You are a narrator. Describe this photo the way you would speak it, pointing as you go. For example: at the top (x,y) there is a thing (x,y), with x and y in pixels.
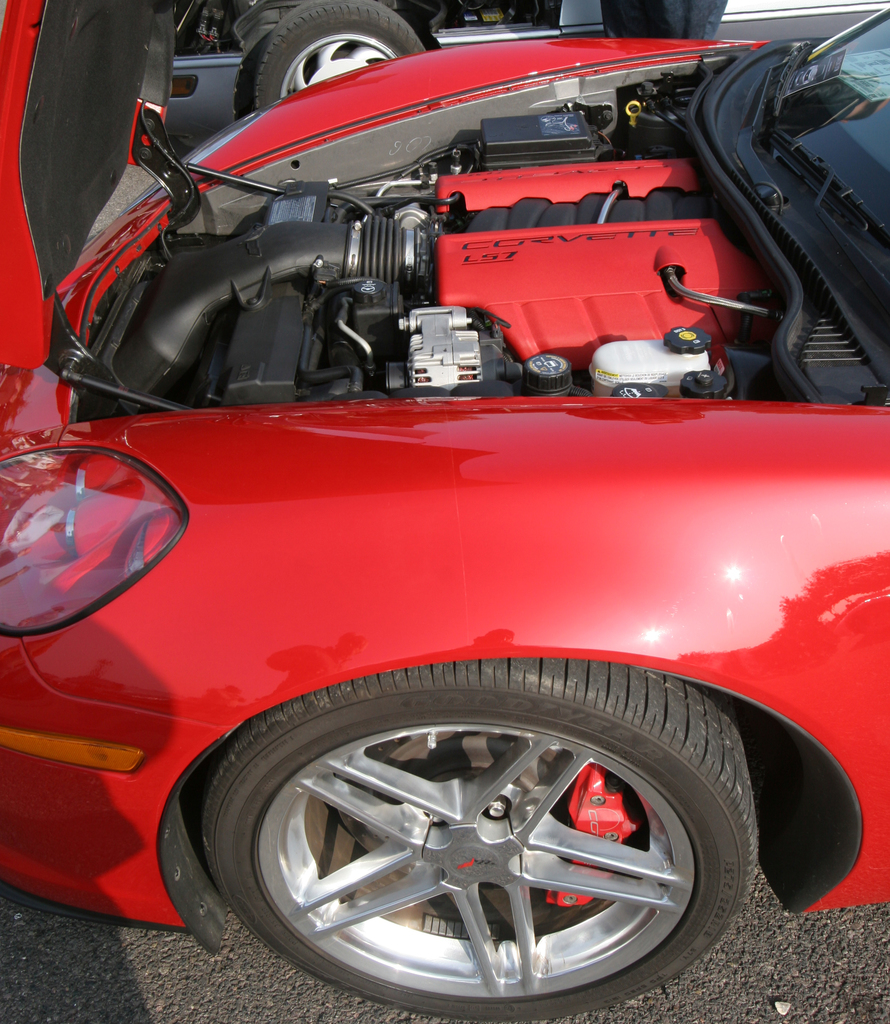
In this image we can see motor vehicles (392,648) on the road (66,1000).
